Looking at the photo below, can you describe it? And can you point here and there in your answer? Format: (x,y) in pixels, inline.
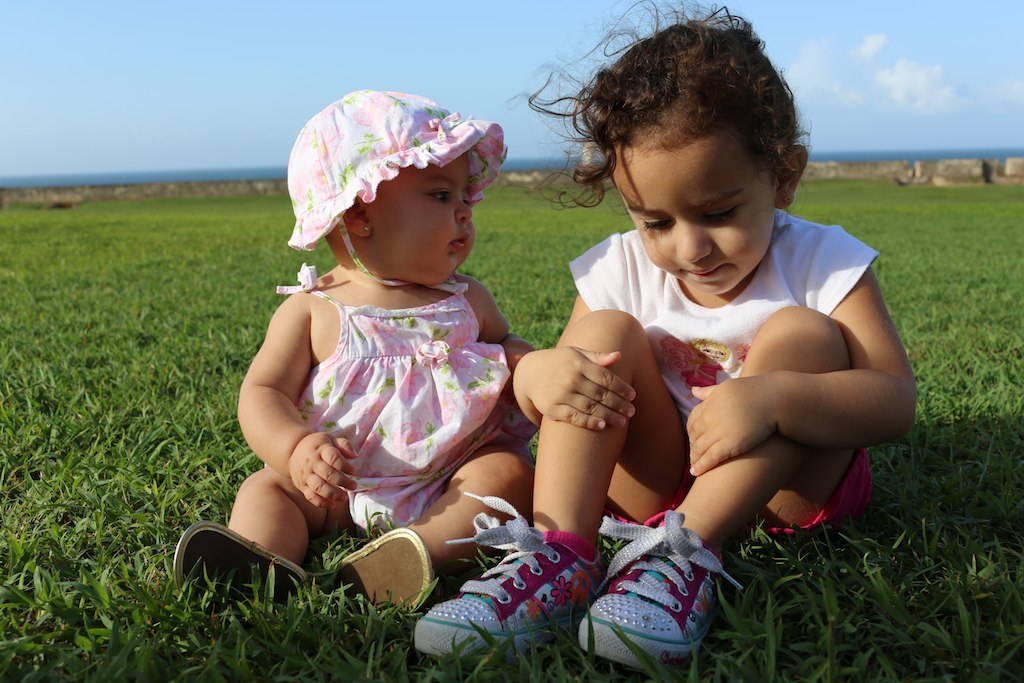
In this image there are two kids (497,378) sitting on the ground (88,525). At the bottom (135,488) there is grass (135,207). At the top (153,143) there is the sky (104,158). In the middle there is a wall (922,169) in the background (902,171).
